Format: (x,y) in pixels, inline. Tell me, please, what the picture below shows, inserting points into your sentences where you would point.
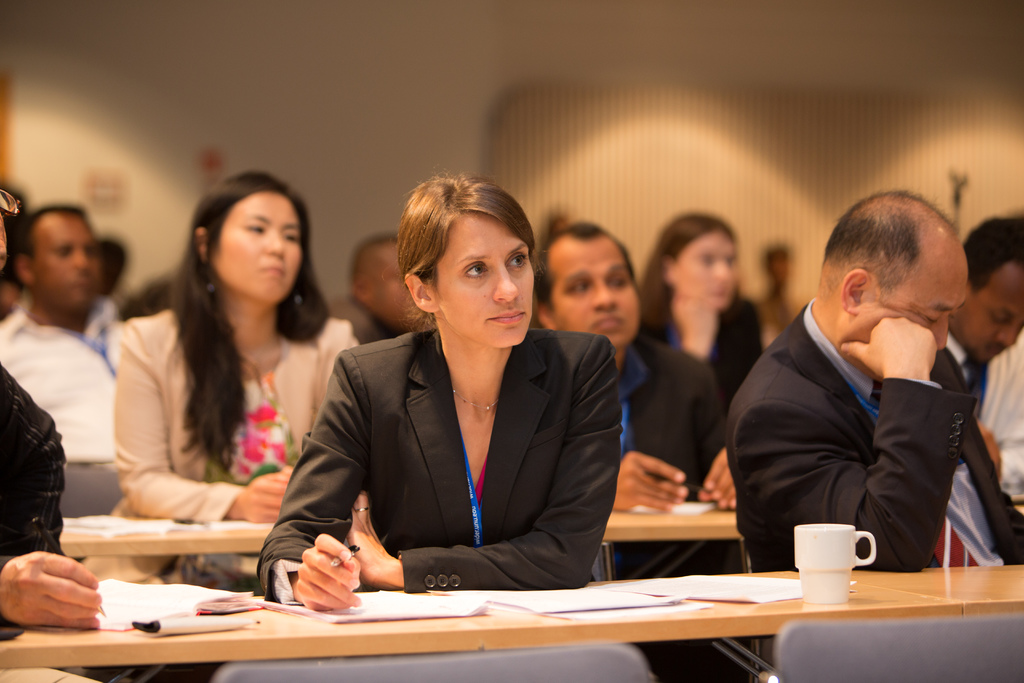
In the foreground of this image (479,496), there is a woman (475,479) and two men (809,497) sitting near a table (283,624) on which there are books (233,606), papers (644,583) and a cup (830,568) and the woman (356,560) is holding a pen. In the background (644,311), there are persons (204,354) sitting near tables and there is a wall (491,85) in the background (496,92).
